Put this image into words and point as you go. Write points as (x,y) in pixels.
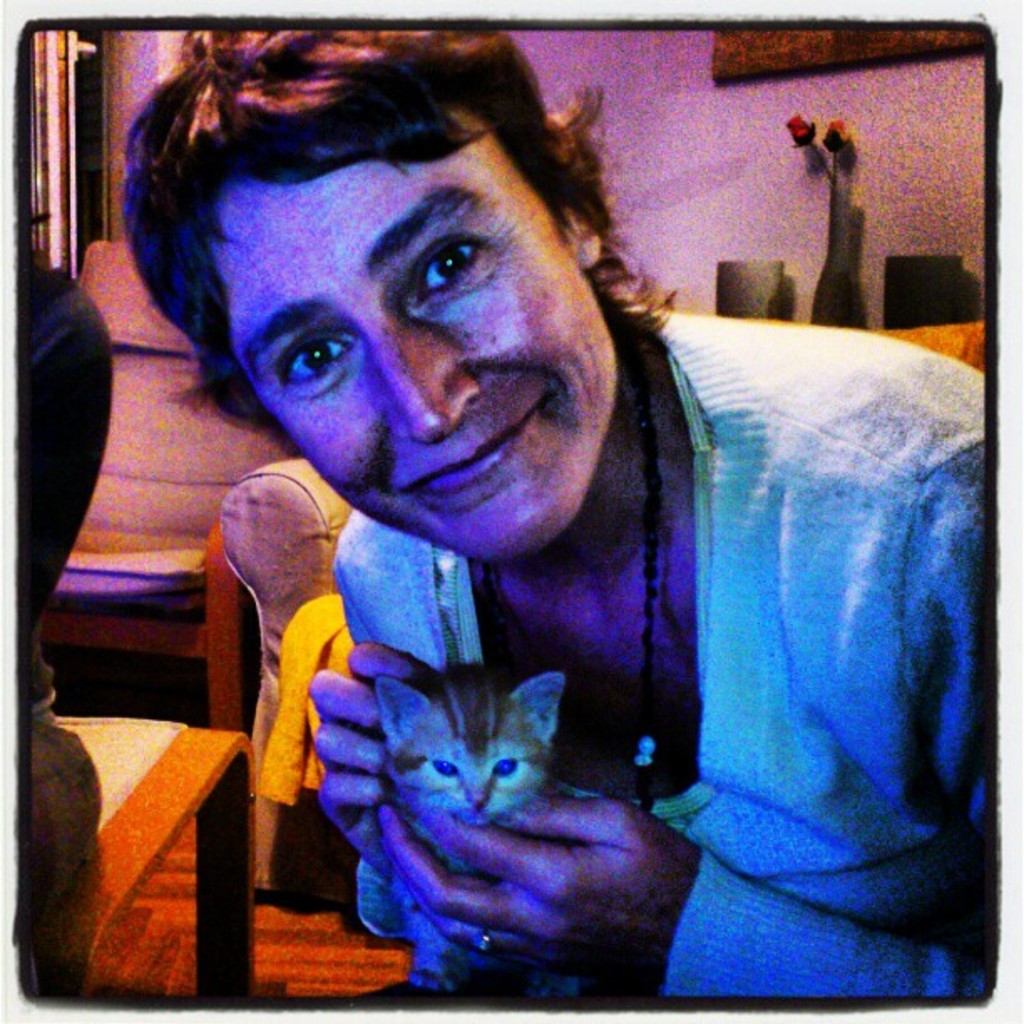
In the image I can see the chair (163,479) and flower bouquet (828,131). In the middle of the image (541,502) I can see one person (390,801) and animal (492,774).
